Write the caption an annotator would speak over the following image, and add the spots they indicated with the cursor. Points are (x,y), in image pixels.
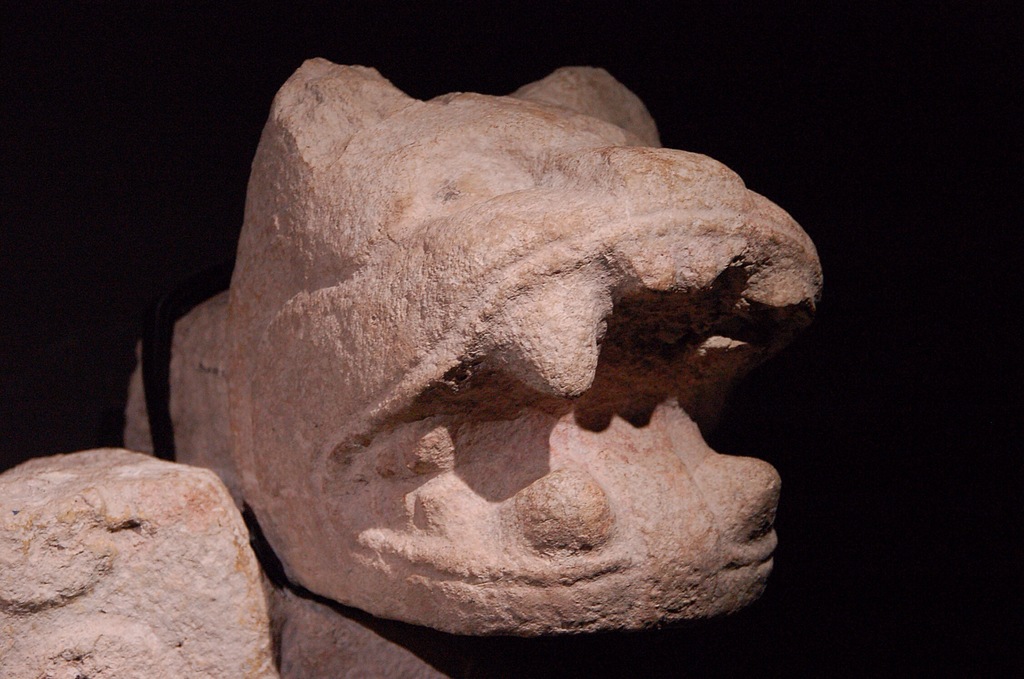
Here in this picture we can see rock stones (244,527) present over a place.
